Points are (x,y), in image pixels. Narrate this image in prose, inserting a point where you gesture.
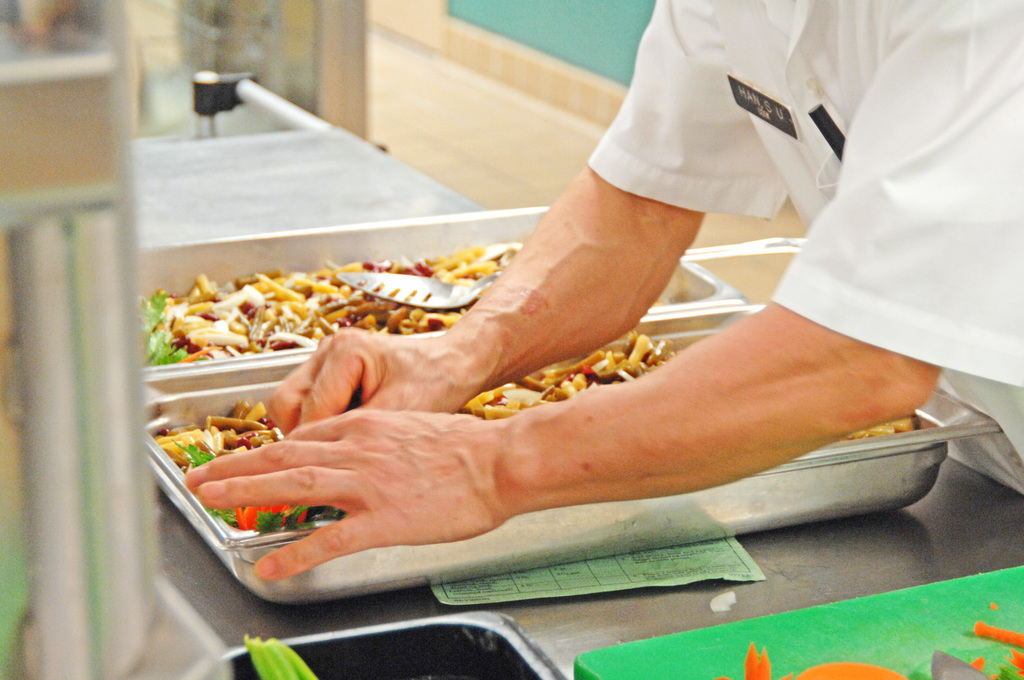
In this image I can see there are two trays (196,516) served with food (638,338) beside that there is a man (415,445) standing and doing something with food (286,525).
